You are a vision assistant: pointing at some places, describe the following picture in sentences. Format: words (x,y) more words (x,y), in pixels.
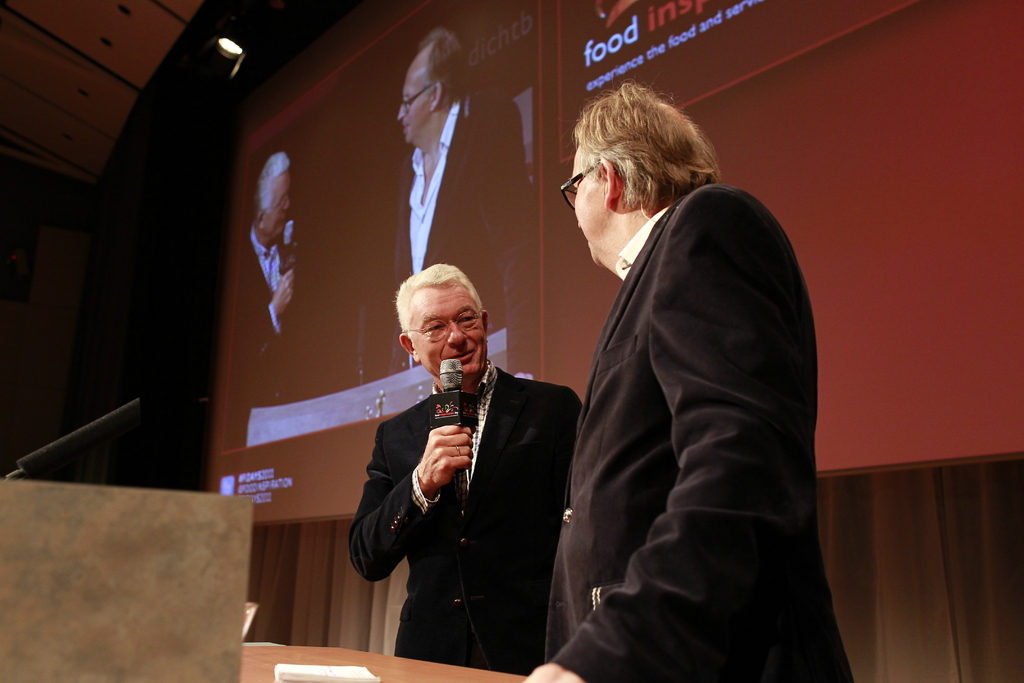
There are two man (500,477) standing. One person (514,413) is holding mike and speaking. This looks like a table (276,646) with object (360,666) on it. This is the screen (328,302) with a display (446,188). This is the light (236,64) at the top of the image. I think this is the cloth (308,554) hanging at the background (311,551). I can see a black color object (30,466), I think this is the mike (85,449).
